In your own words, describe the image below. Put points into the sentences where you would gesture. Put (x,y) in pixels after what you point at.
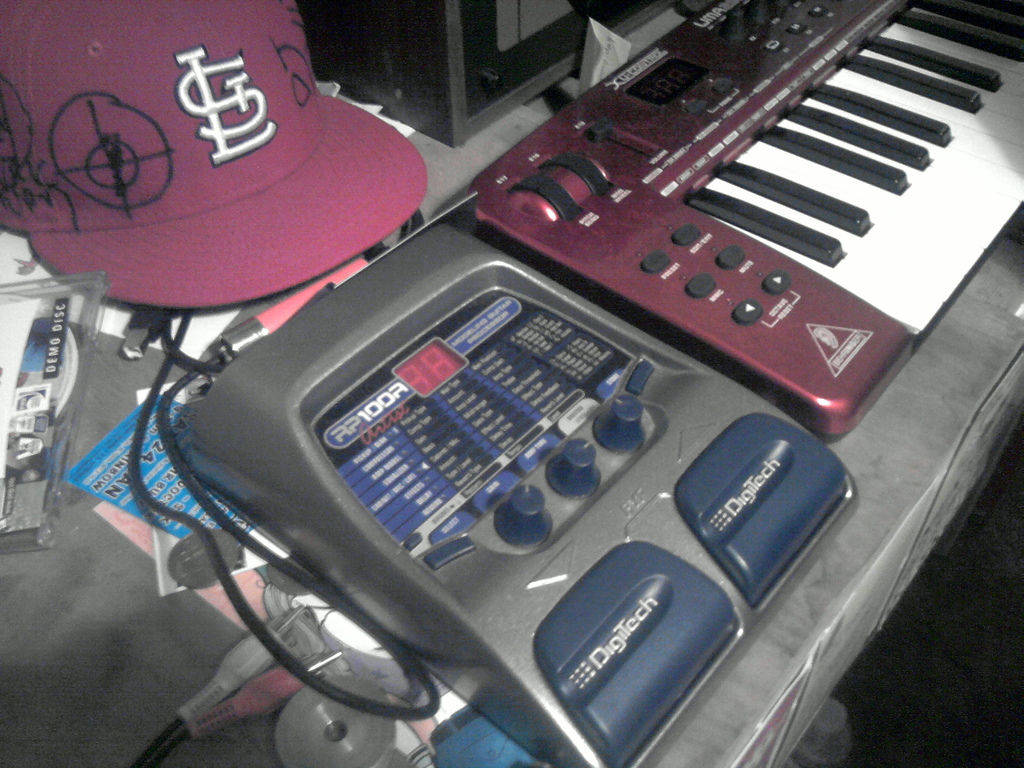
There is an electronic device (332,359) which is placed on the table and a piano (573,231) beside it. There is a device (607,632) named as digi tech and there are three knobs (557,482) of operating the device (568,471). In the background (263,132) we find a red color hat (321,175) and few CD'S (41,317) on the table (165,691).
